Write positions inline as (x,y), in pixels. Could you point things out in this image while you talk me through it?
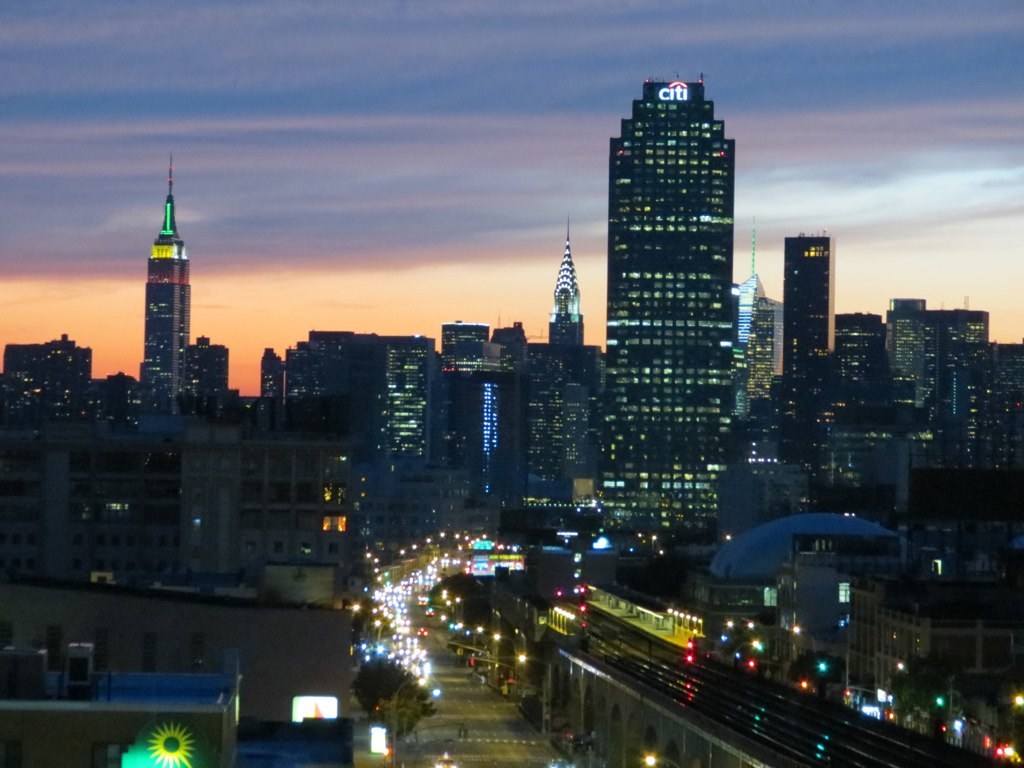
This image consists of many buildings (927,599) and skyscrapers (687,461). At the bottom (511,712), we can see a road (482,697), on which there are many vehicles (401,660). On the right (696,685), we can see a railway track (724,705). At the top (325,162), there are clouds (304,236) in the sky (249,268).
